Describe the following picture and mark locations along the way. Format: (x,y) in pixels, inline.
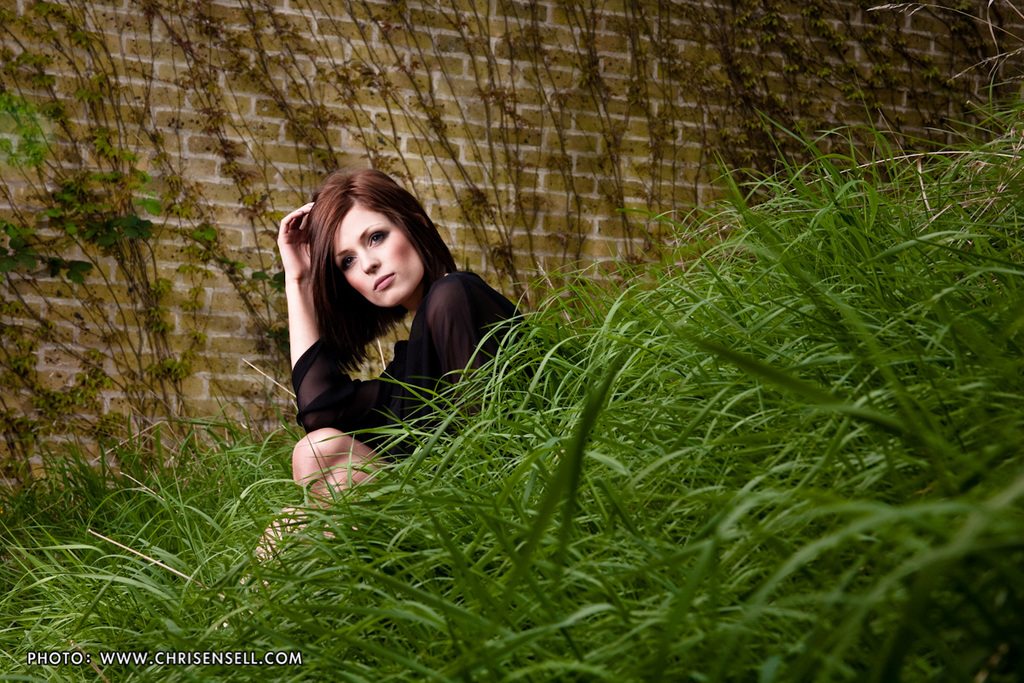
In this image, in the middle (446,325), we can see a woman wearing a black color dress (448,412). On the right side (830,394), we can see a grass (701,508). In the background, we can see a brick wall (270,309).
